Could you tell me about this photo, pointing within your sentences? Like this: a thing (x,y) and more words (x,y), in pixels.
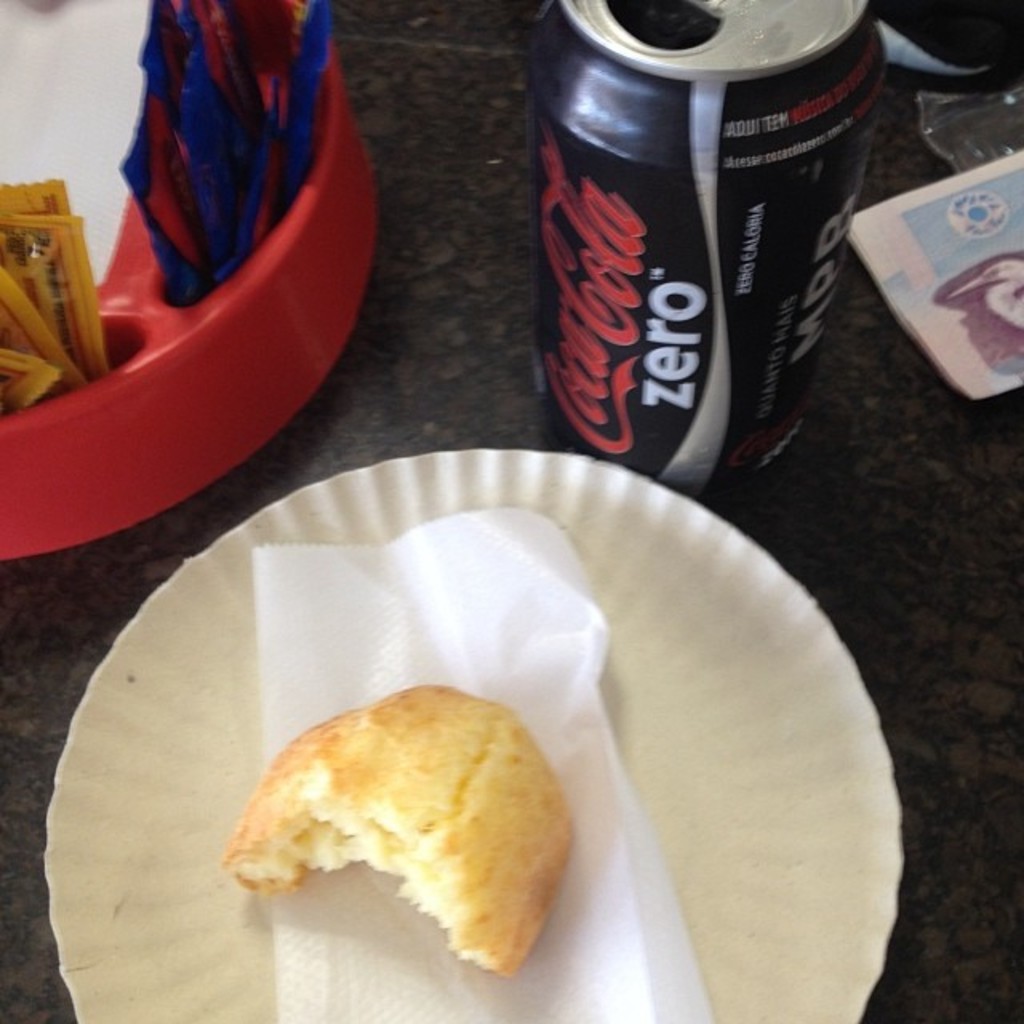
In this image on the table (867,591) there is a plate (179,931) with the food item (540,911) on it. There is a coke tin (574,238) and few other objects (79,125) on the table (864,404).
